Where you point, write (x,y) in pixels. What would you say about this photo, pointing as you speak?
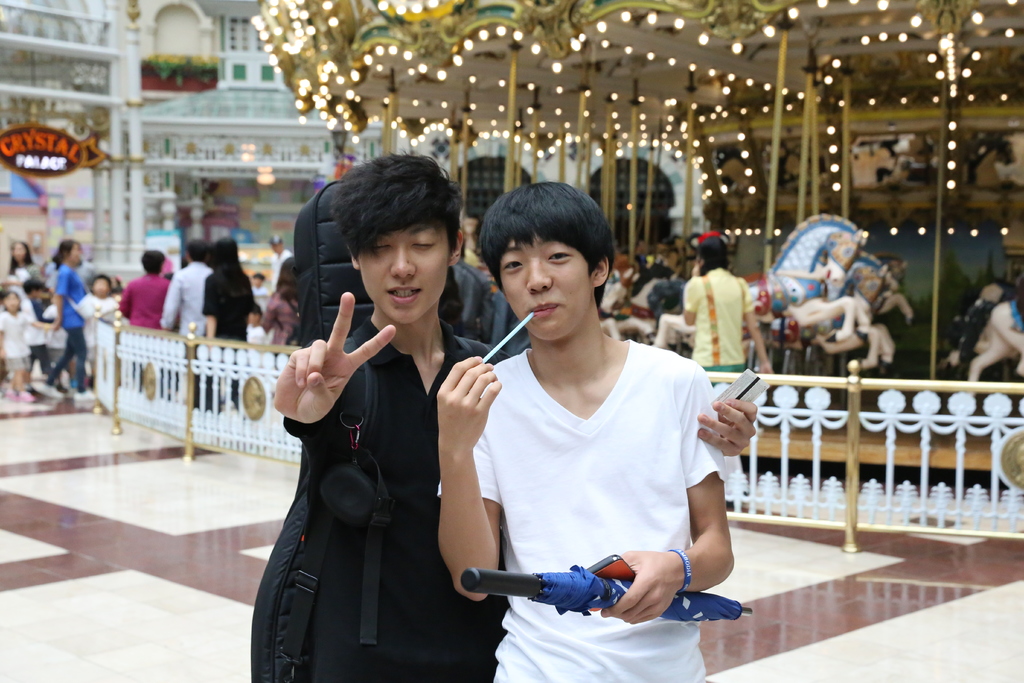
As we can see in the image there are group of people (291,318), lights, buildings (74,25), banner (90,162), fence (960,478) and horse statue (831,304).
